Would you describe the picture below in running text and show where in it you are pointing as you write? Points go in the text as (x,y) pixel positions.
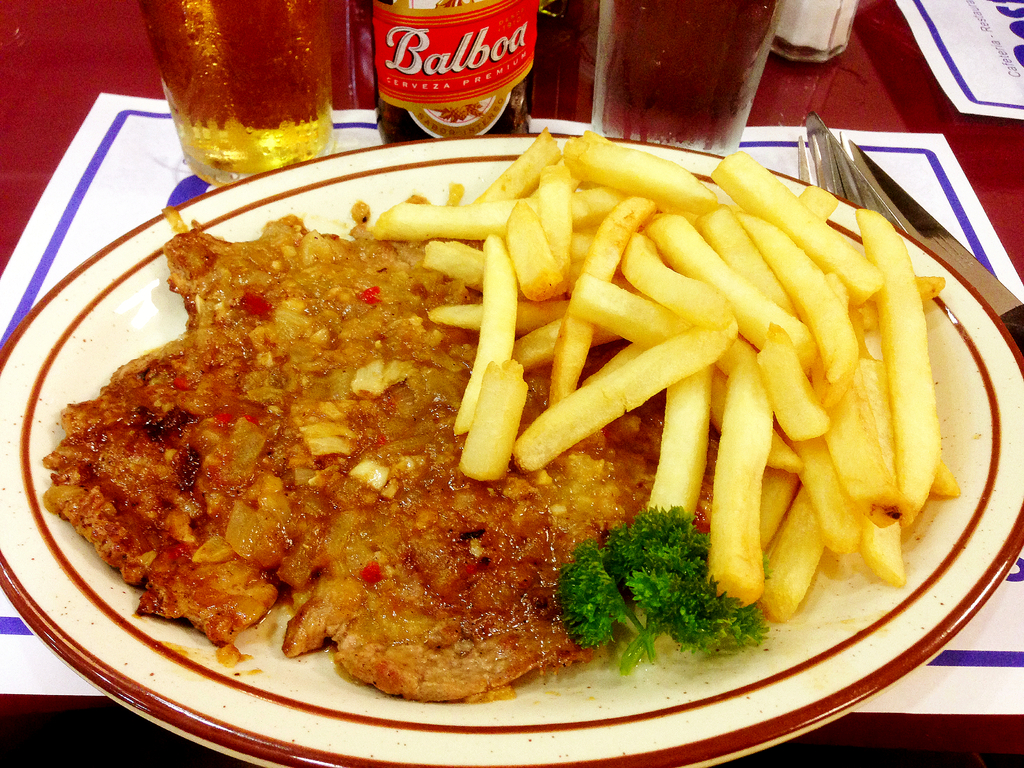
In this image we can see some food items (529,304) on the plate (319,197), there is a bottle (429,83), glasses (697,84), a fork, knife (913,219) and papers (973,54) with text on them, which are on the table (23,123).
